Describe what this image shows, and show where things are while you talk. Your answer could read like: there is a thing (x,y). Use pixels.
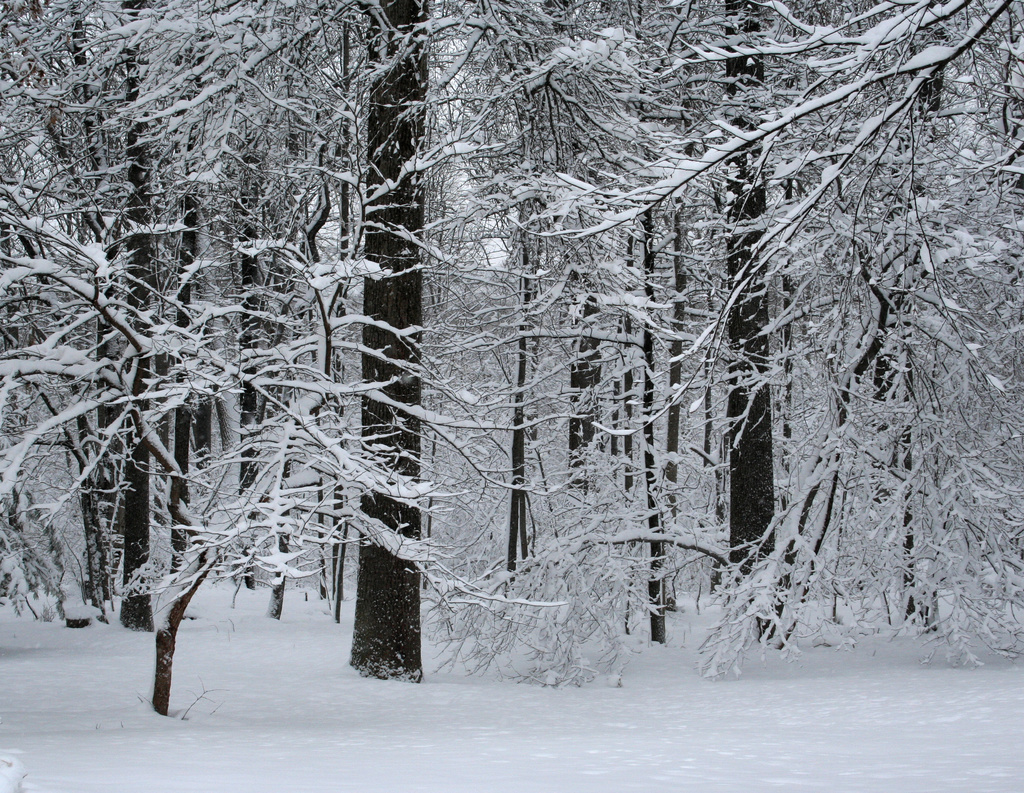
This is a colour image. In this image, we can see some trees (847,200) which are covered with snow (508,470), at the bottom (624,729), we can see snow (429,627).
